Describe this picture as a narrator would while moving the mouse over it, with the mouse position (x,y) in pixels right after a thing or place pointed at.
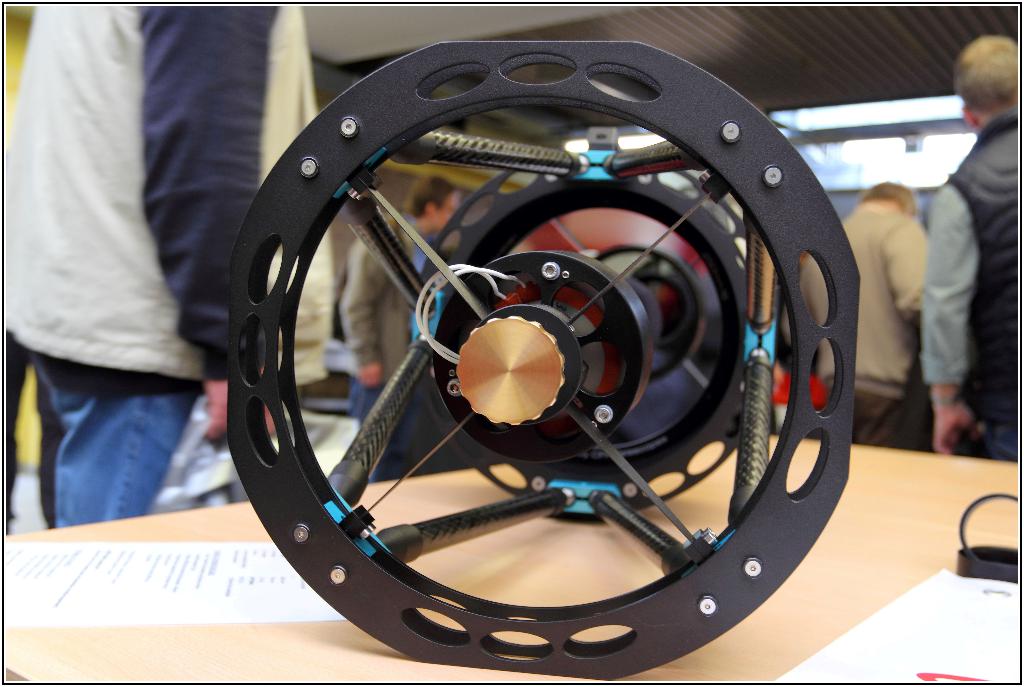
There is a wheel (429,147) and a paper (63,600) on the table (907,454). People (45,232) are standing at the back (49,258).
